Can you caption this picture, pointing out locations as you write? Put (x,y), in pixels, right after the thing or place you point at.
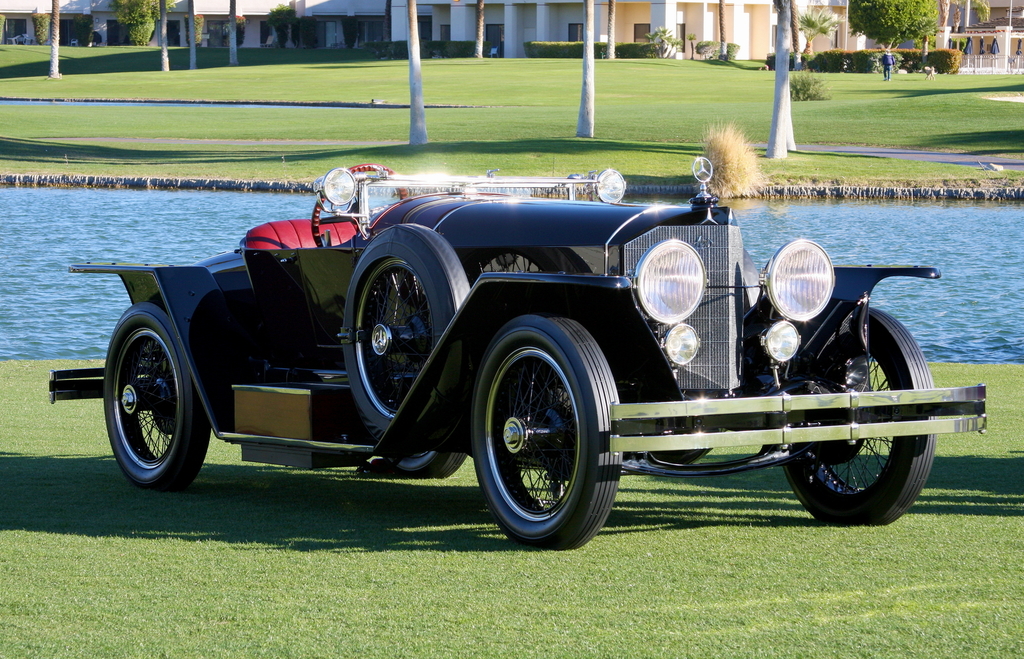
In this picture we can see a car (516,380) on the grass (503,552), beside to the car (675,342) we can find water (884,233), in the background (806,48) we can see few trees (778,57), houses (668,24) and people (889,67).
